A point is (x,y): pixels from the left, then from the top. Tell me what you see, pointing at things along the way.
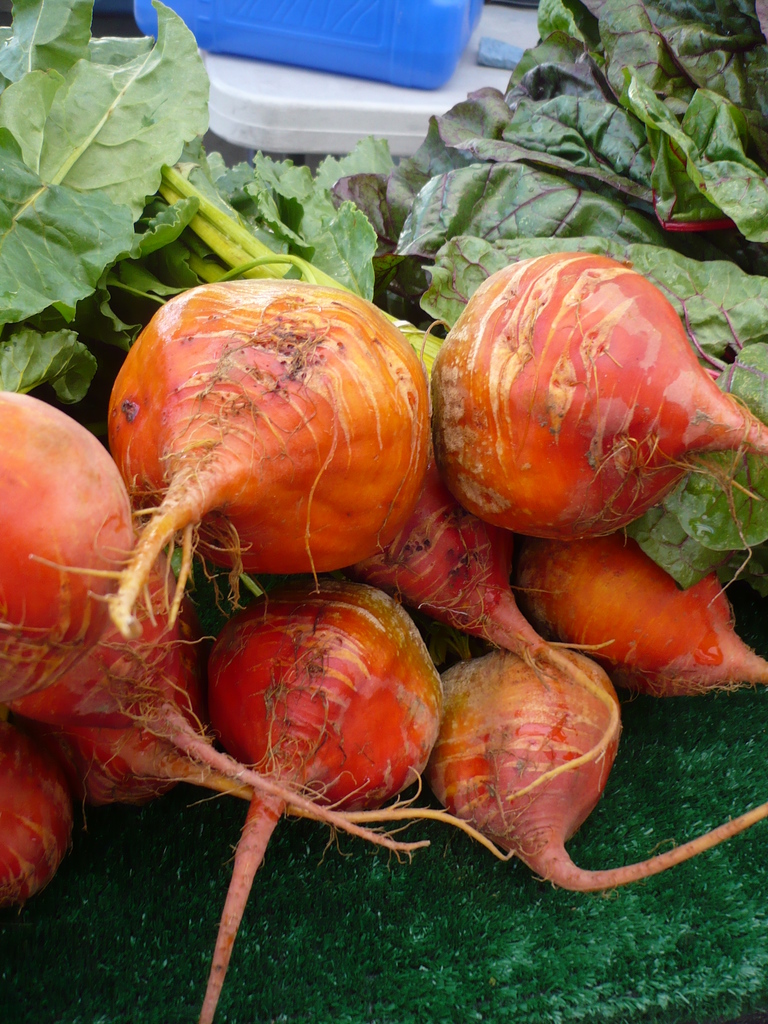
In this picture, it seems like beetroots (326,659) in the foreground area of the image (306,442) and some objects (376,122) in the background (253,94).
